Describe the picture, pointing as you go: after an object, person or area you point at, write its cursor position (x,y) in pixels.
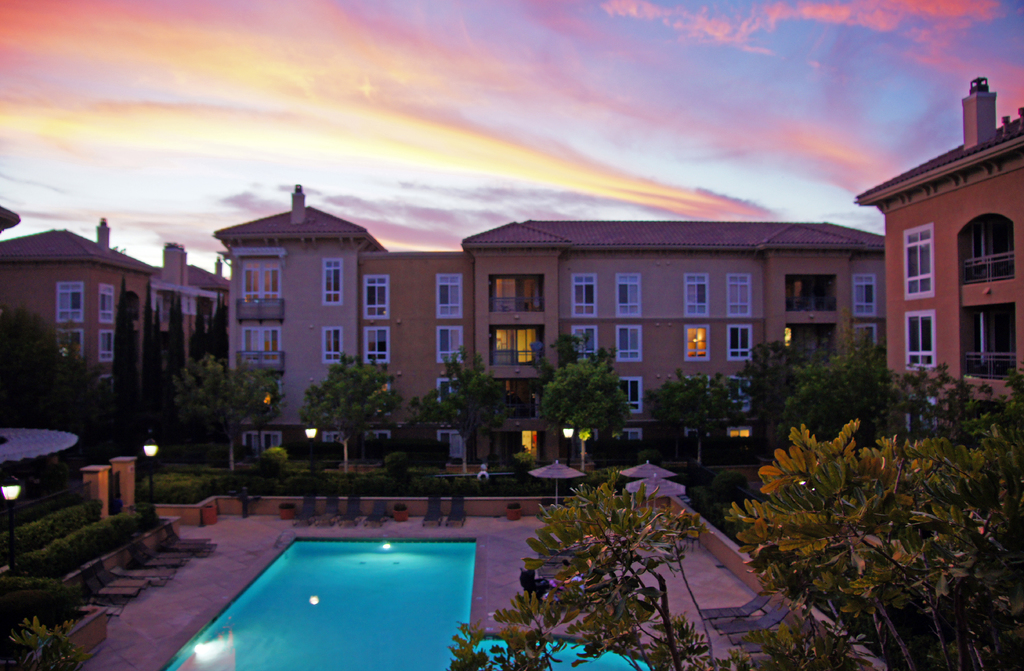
These are the buildings (464,296) with the windows (631,329) and lights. I can see a swimming pool (383,606) with the water (443,639). These are the beach chairs (747,631). I can see the trees (915,471) and bushes (523,477). I think these are the flower pots (395,516) with plants (292,506). These are the kind of beach umbrellas (647,475). I can see the light poles (13,545). These are the clouds (142,114) in the sky (692,91).
